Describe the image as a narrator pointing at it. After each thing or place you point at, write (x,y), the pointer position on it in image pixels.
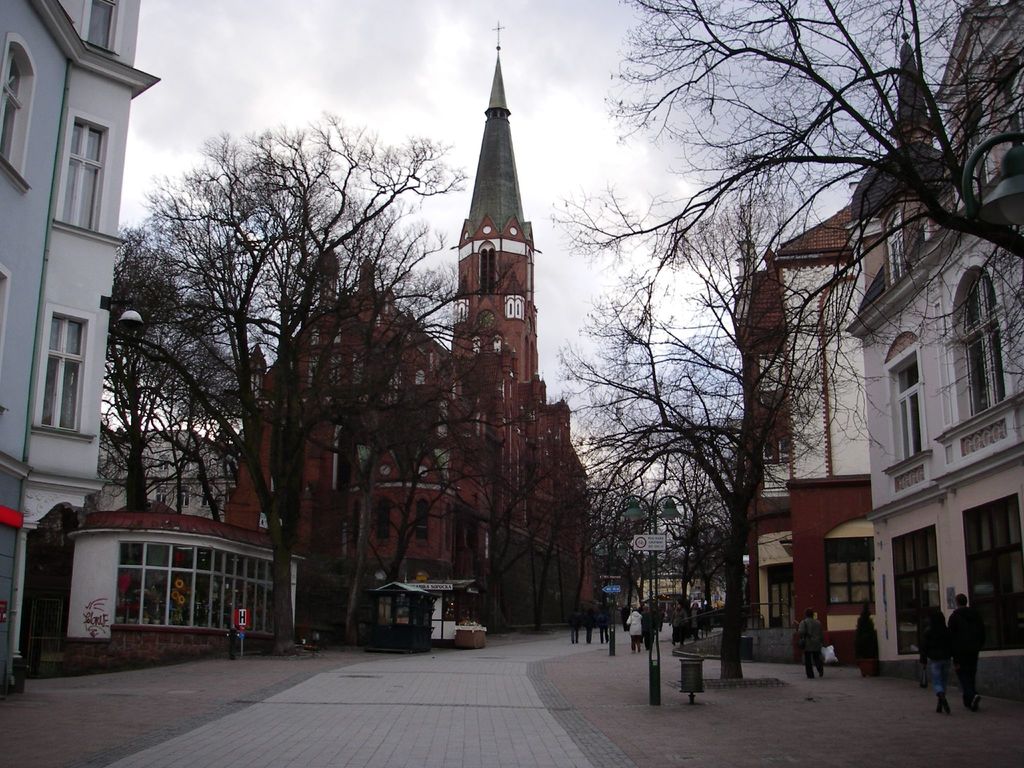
These are the buildings (153,595) with the windows (974,355) and glass doors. This looks like a pathway (578,654). I can see the trees (731,427). There are groups of people (959,669) walking. Here is the sky (527,75). This is a spire (492,145) with a holy cross symbol (500,22), which is at the top of a building (515,306). This looks like a small booth (401,609). I can see a board (658,549), which is attached to a pole (658,685).
